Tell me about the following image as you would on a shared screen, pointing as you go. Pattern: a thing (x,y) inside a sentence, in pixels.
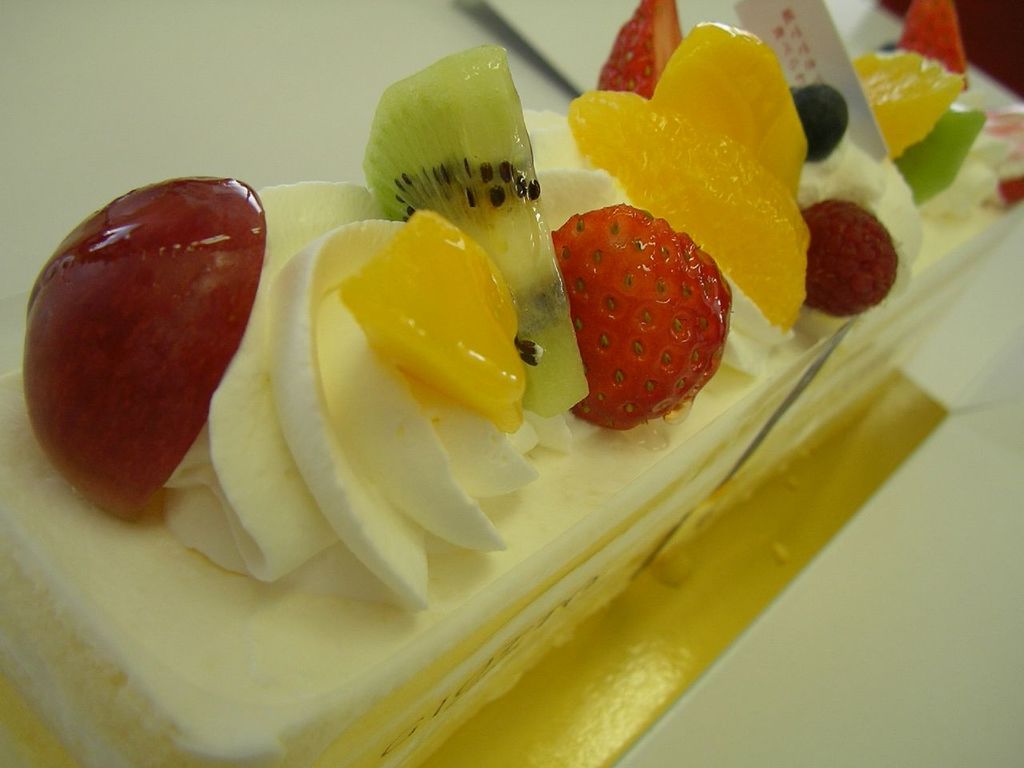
In this image there is a piece of cake (580,526) on which there are fruits (586,267) like strawberry (635,299), grape (168,302), orange (395,304) and a kiwi fruit (473,183) on it.
